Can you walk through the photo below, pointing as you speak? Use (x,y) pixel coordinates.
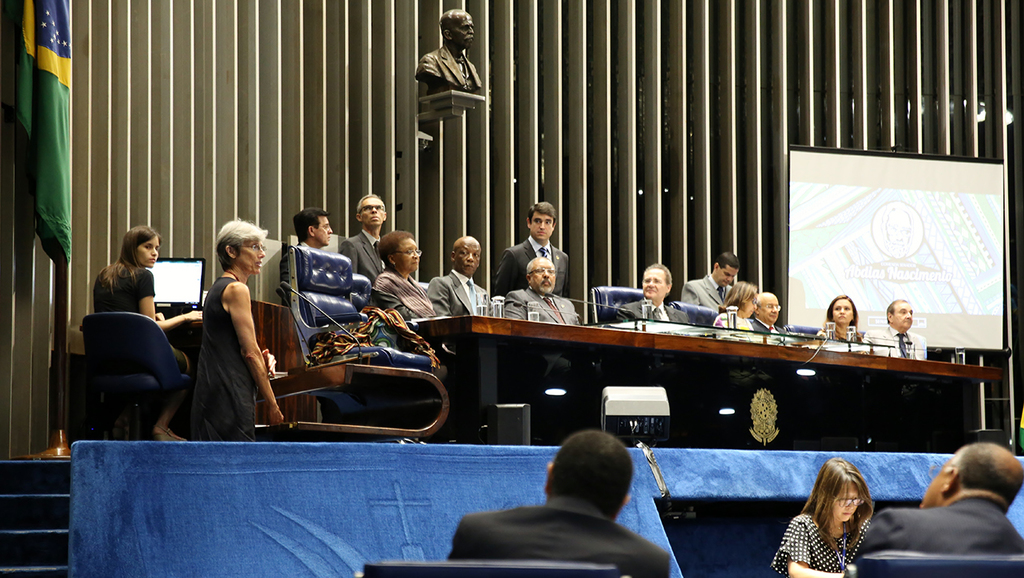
In the image we can see there are people (724,300) sitting on the stage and on the table (703,352) there is water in glasses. Behind there is a statue (467,66) of a person (456,54) on the top (451,35) and inside there is a projector screen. There is a woman (130,286) sitting on the chair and on the table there is a laptop (160,276).
